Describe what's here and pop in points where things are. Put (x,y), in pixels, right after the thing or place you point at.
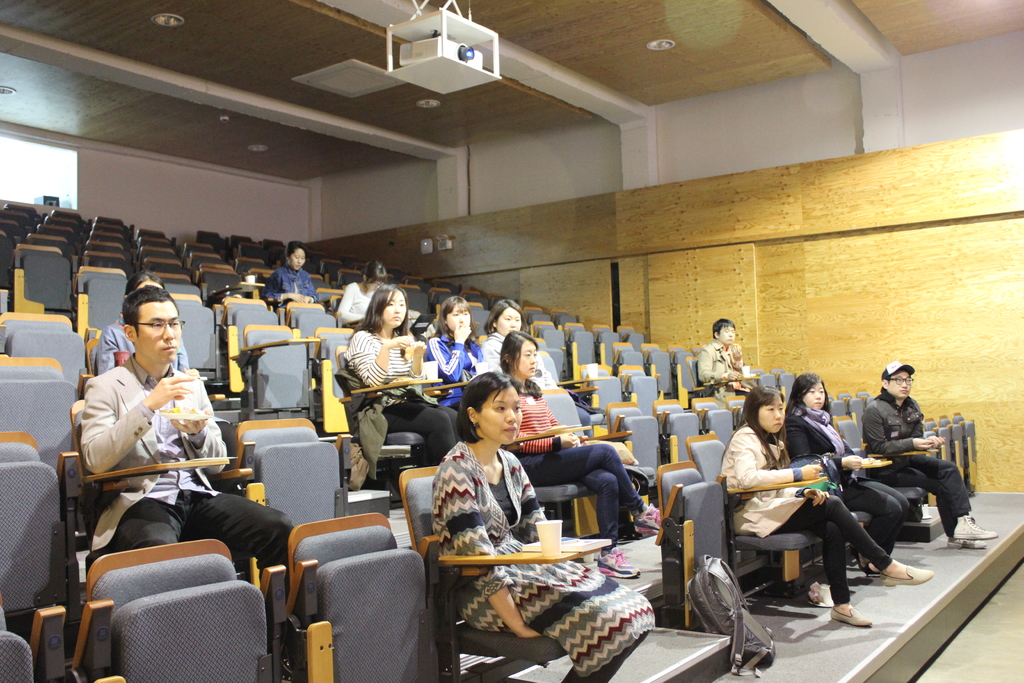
This picture is an inside view of an auditorium (356,185). In this picture we can see some persons (491,403) are sitting on a chair (336,483) and also we can see cups (543,530), books (592,547), food item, bags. At the top of the image (604,52) we can see roof (621,66), projector (495,42), lights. On the right side of the image (827,216) there is a wall (963,200). At the bottom of the image (989,641) there is a floor (991,655). In the middle of the image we can see some stairs (627,553).
